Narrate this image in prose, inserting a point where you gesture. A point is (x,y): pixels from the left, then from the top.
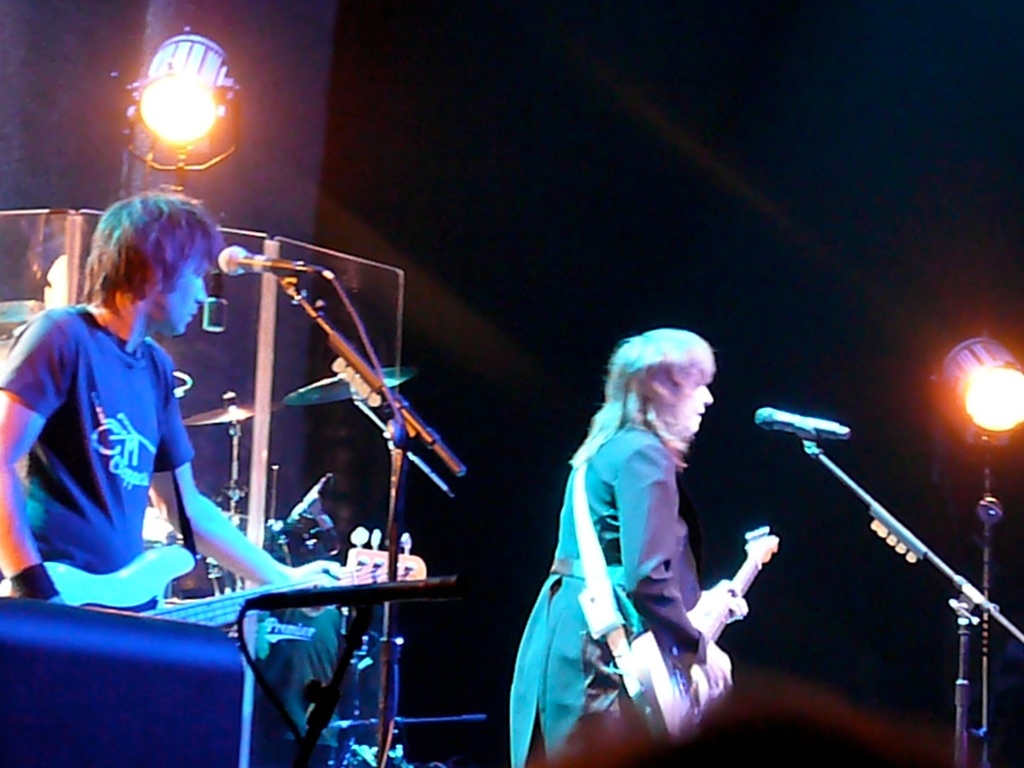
A person (329,564) in this image is at left side (144,439) is standing and holding a guitar (372,568). There is mikestand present in front of him. Person (519,651) standing at the middle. There is a light stand (987,767) at the right side of the image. Behind this person (164,354) there is a musical instrument (338,386).
